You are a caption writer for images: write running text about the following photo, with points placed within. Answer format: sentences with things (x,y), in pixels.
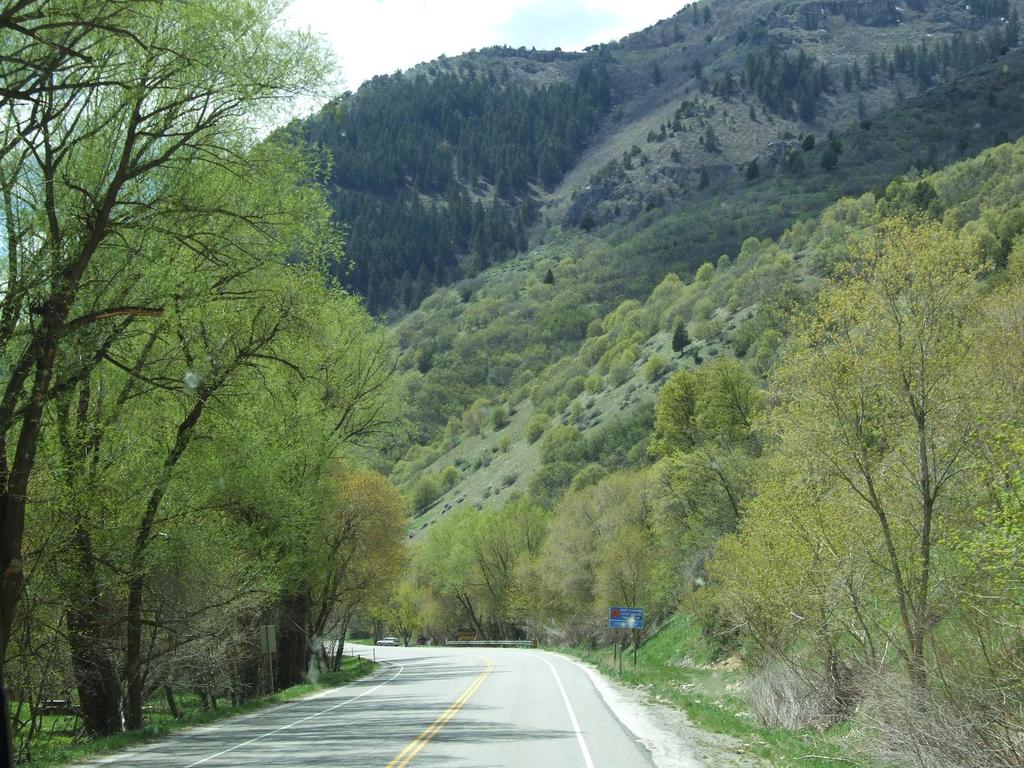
In the picture I can see a road (421,670) which has few trees (258,578) on either sides of it and there is a mountain (680,114) which has few trees (552,168) on it in the background (631,218).
